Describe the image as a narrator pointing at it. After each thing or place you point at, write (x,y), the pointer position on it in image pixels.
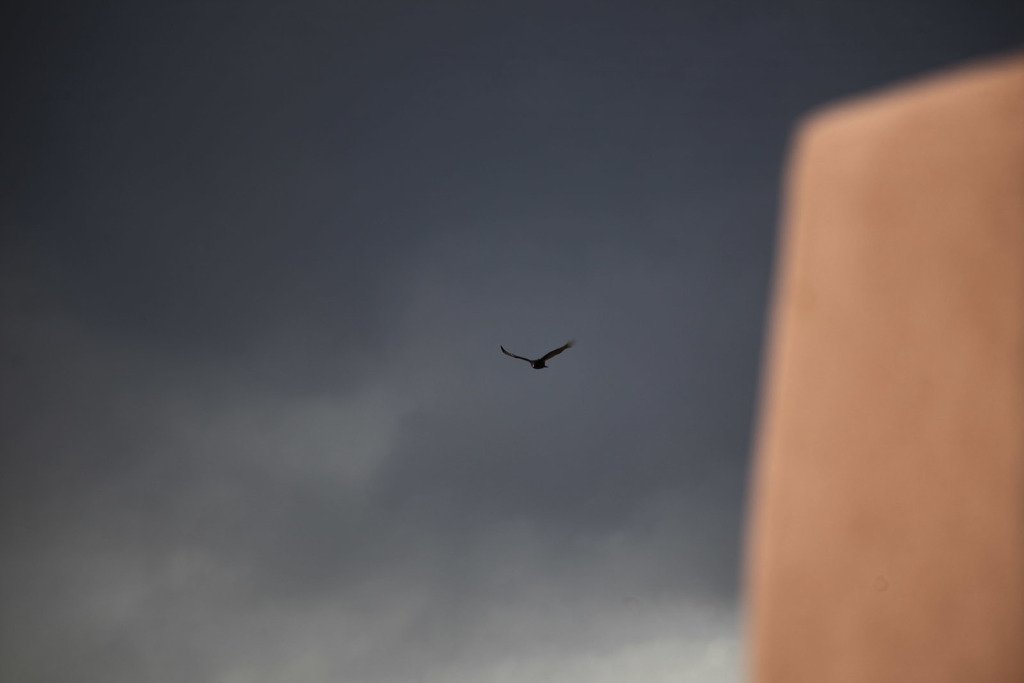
In this image we can see a cloudy sky (555,478). A bird (549,355) is flying in the sky (566,395). There is an object (960,520) at the right side of the image (911,468).
